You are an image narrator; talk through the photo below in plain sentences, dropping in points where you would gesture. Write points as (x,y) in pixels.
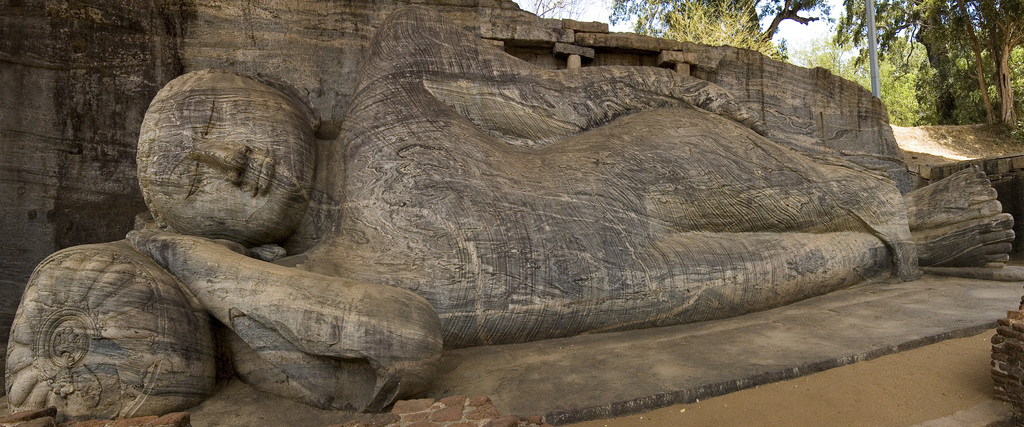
In this image we can see the ancient statue of the Buddha (349,114). Here we can see the trees (900,23) on the right side (915,29), pole (876,38) and a sky (810,24), this is a sand (895,370).
